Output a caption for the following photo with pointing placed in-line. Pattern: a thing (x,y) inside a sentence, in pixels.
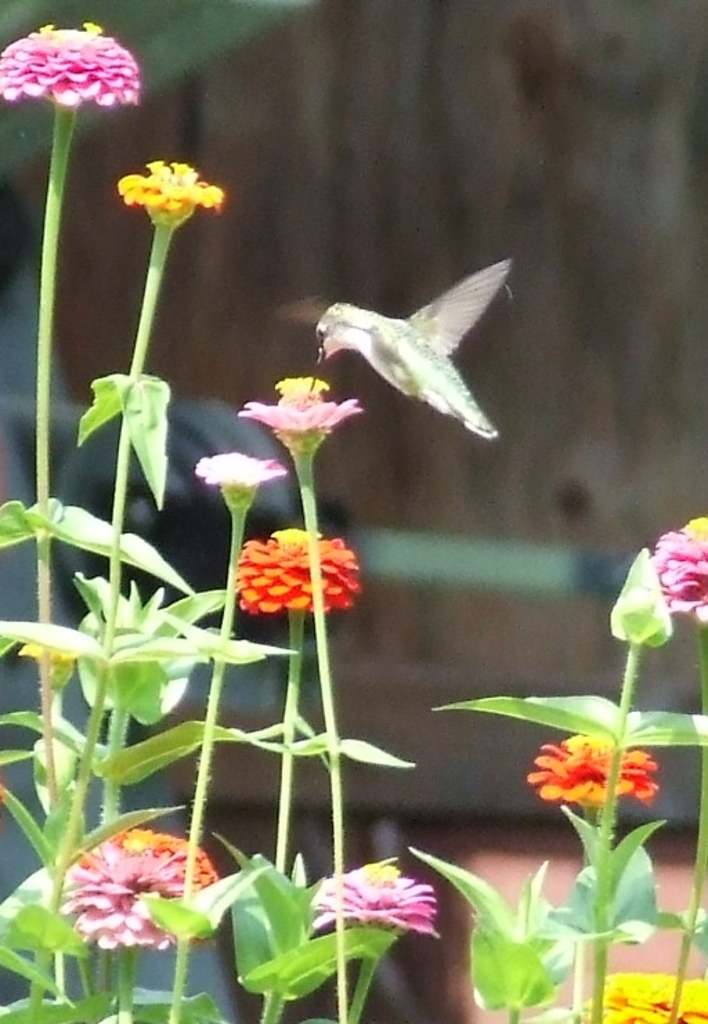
In the picture I can see one bird (392,335) is near to the flower (315,402), we can see so many flowers (270,460) to the plants (526,707).
